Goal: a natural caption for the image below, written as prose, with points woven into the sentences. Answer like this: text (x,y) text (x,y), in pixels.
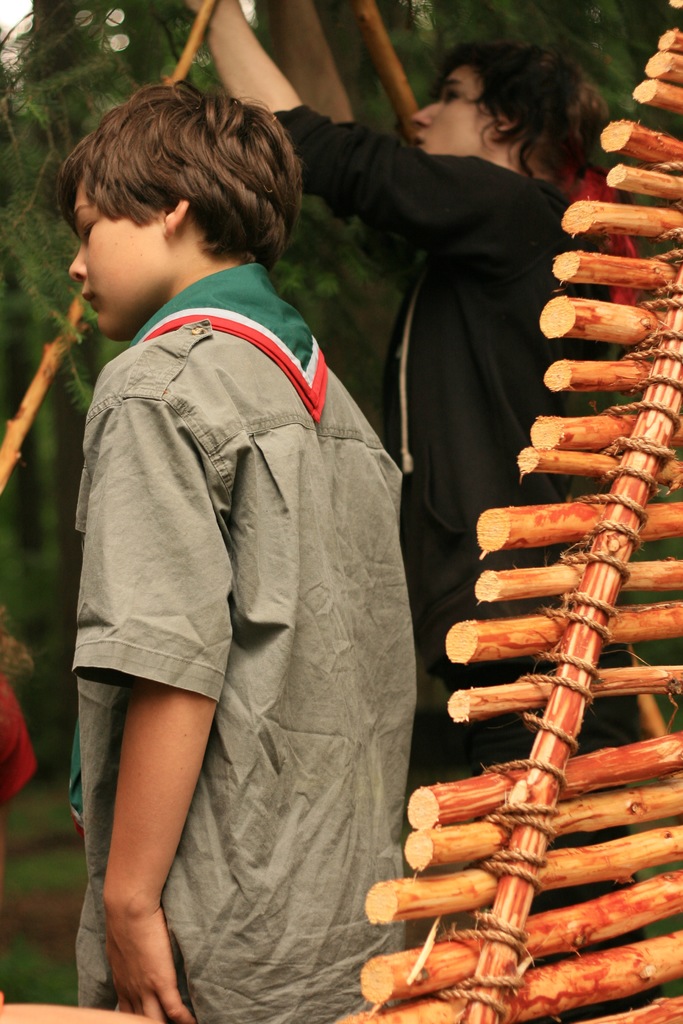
Here in this picture we can see a child (261,340) and woman (450,292) standing over a place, in front of them we can see trees (160,56) present all over there and behind them we can see something which is prepared with sticks (582,857), it is a bridge like structure (613,414) present over there.
